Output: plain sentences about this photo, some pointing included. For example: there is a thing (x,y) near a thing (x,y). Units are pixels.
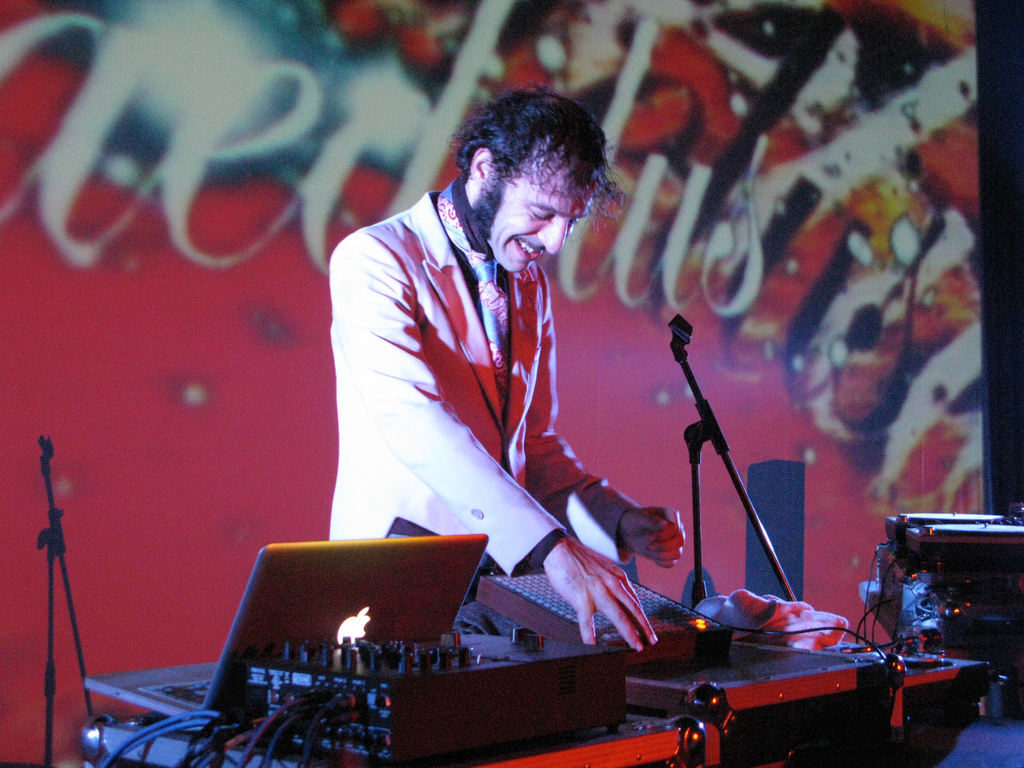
In this image in the center (477,404) there is one person (487,383) who is standing and he is smiling, in front of him there are some musical instruments (555,678), wires (269,715) and a laptop (415,619) cloth (736,611) and in the background (204,177) there is a wall (129,245). On the wall (903,375) there is some text (95,106).
